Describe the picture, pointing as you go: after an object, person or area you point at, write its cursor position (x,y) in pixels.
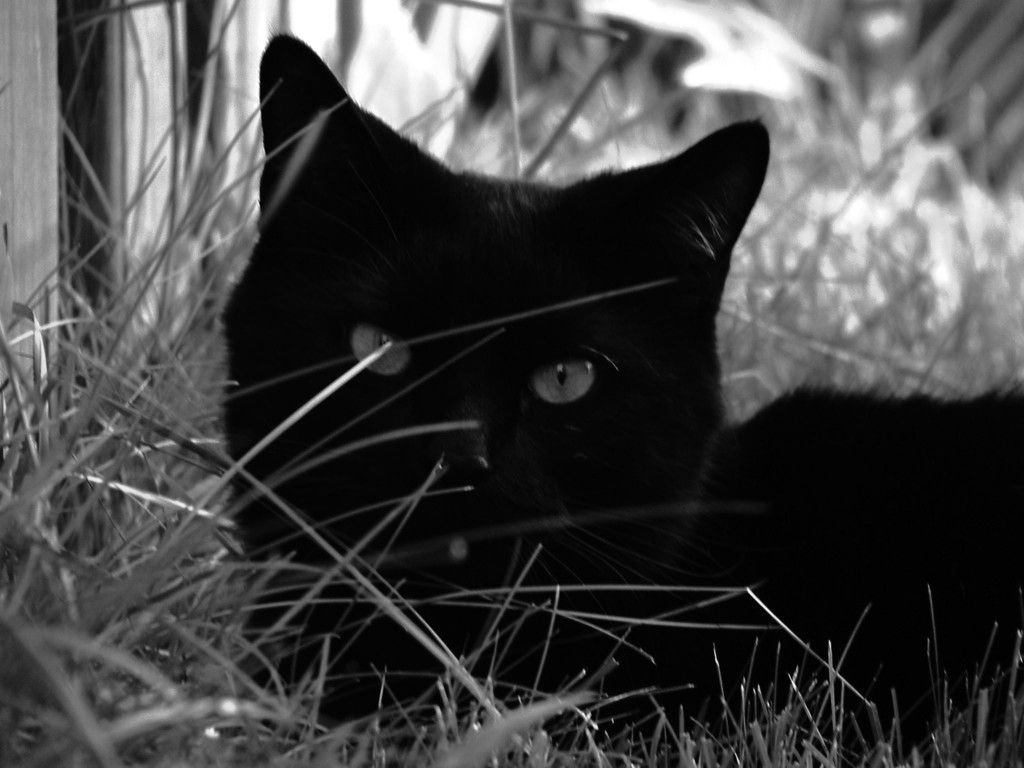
It is a black and white picture. In the center of the image (428,479) we can see the grass (446,429). On the grass (439,466), we can see one cat (629,428), which is in black color. In the background (17,168) there is a wooden wall (35,155), grass (936,273) and a few other objects (1016,34).
